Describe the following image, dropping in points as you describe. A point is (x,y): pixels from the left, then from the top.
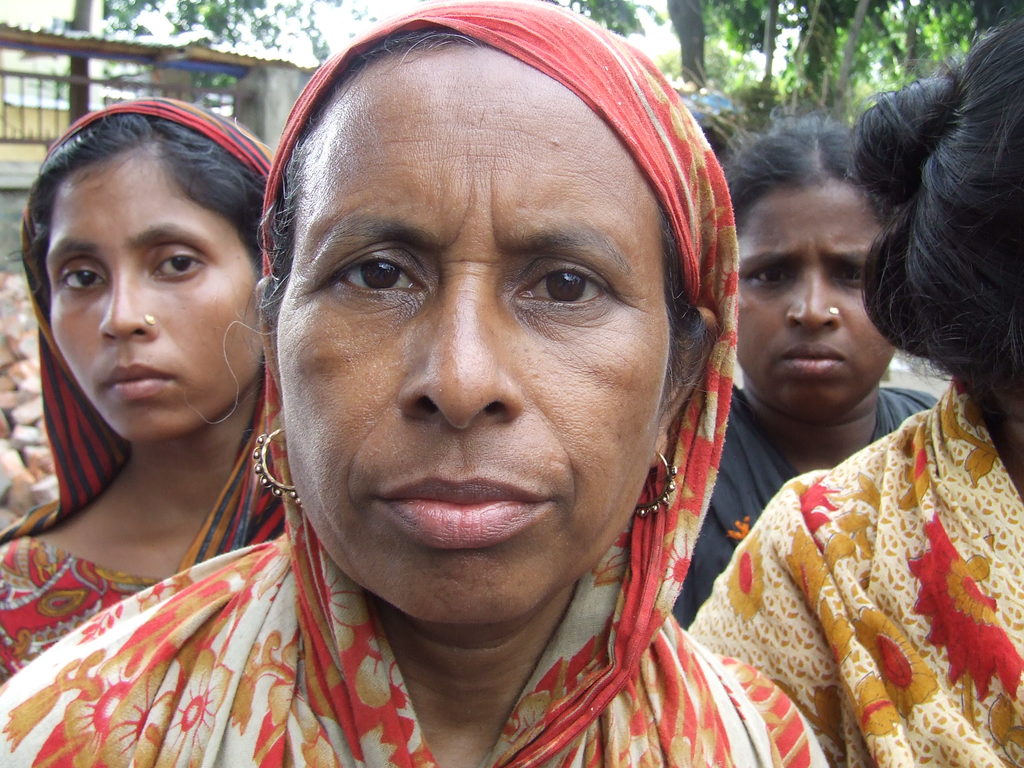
In the center of the image (651,306) we can see some persons (484,482). In the background of the image (68,118) we can see shed (98,77), wall (266,110), rocks (37,434), trees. At the top of the image (338,26) we can see the sky (346,26).
